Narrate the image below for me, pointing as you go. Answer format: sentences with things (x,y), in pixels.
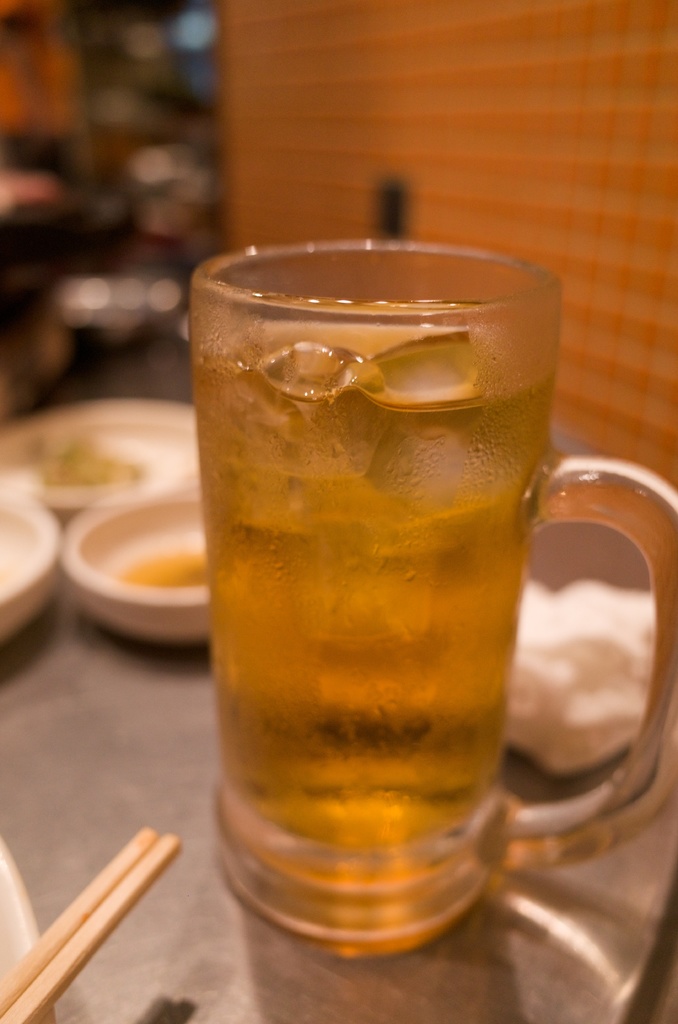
In this image, we can see a table (464,972). On top of table (203,890), we can see a jar (362,618) that is filled with a liquid (435,589) and ice cubes (434,387). Here we can see a paper (580,686) and bowls (107,577). Inside the bowl (118,597), there is a food item (181,566). Here the bottom we can see chopsticks (45,975). Here we can see a orange color wall (591,255). And here we can see plate (157,440) and green color thing (80,462) on it.
